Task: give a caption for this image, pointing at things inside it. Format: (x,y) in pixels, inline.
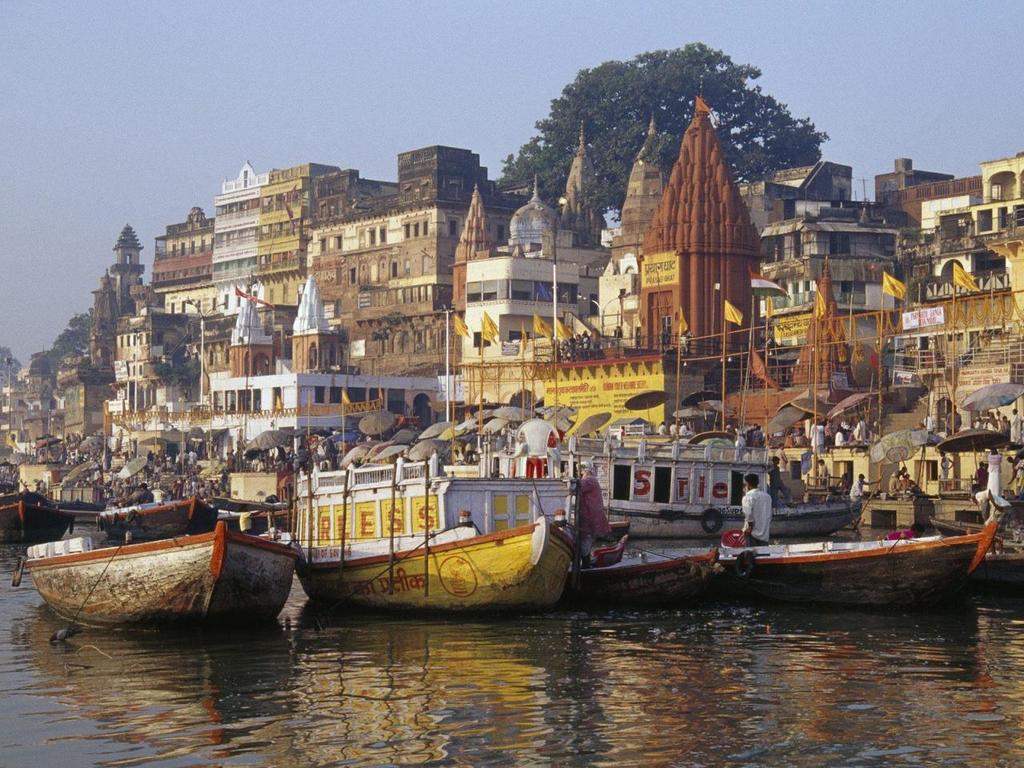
There are many boats (491,562) in the water (771,703). In the back (987,438) there are flags (455,325) with poles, umbrellas (591,419). There are many people (261,456). Also there are many buildings (454,305), trees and sky (302,94) in the background (260,99).
